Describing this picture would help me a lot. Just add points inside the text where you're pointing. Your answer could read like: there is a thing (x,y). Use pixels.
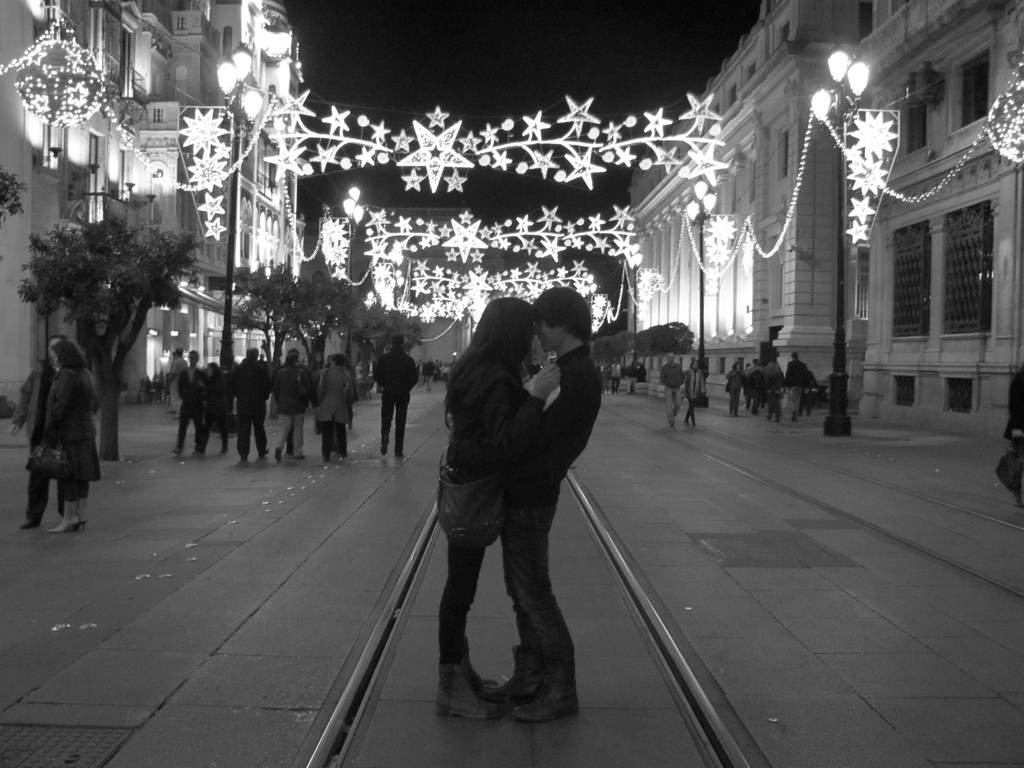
This picture describes about group of people (506,507), few are standing and few are walking, in the background (549,214) we can see few poles (235,168), lights (254,142), trees (254,299) and buildings (647,196).
